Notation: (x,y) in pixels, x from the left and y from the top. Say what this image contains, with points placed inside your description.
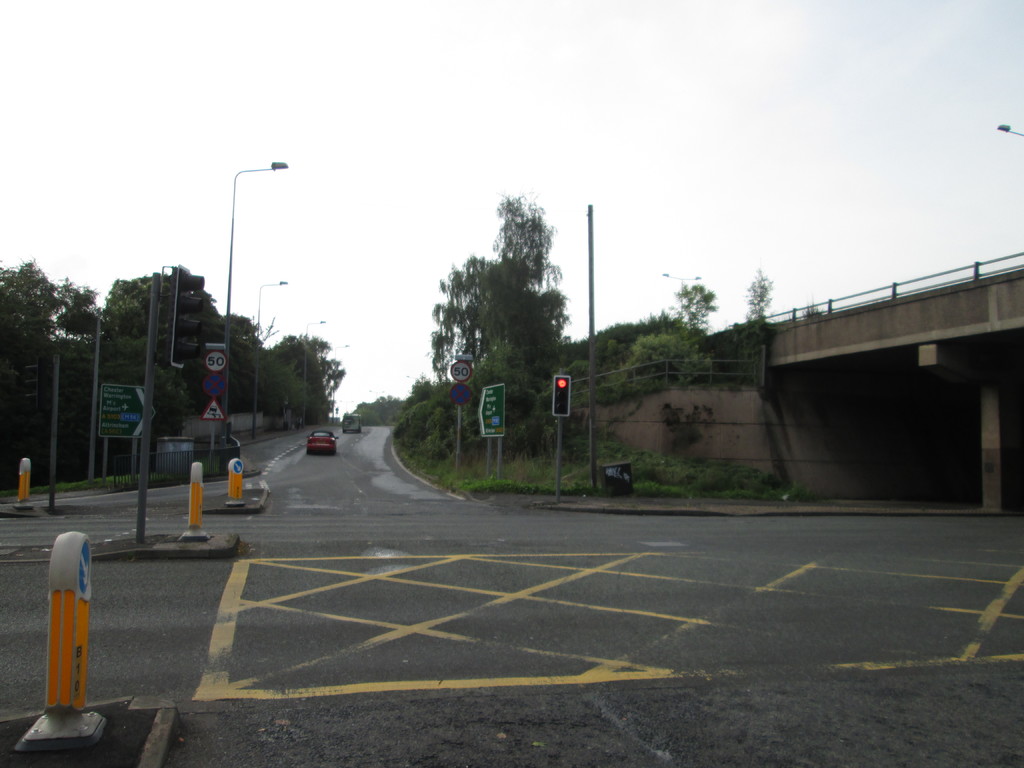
In this image we can see road (619,625) and flyover (886,379). To the both sides of the road (405,559) trees (324,375) and street lights (228,335) are present.
